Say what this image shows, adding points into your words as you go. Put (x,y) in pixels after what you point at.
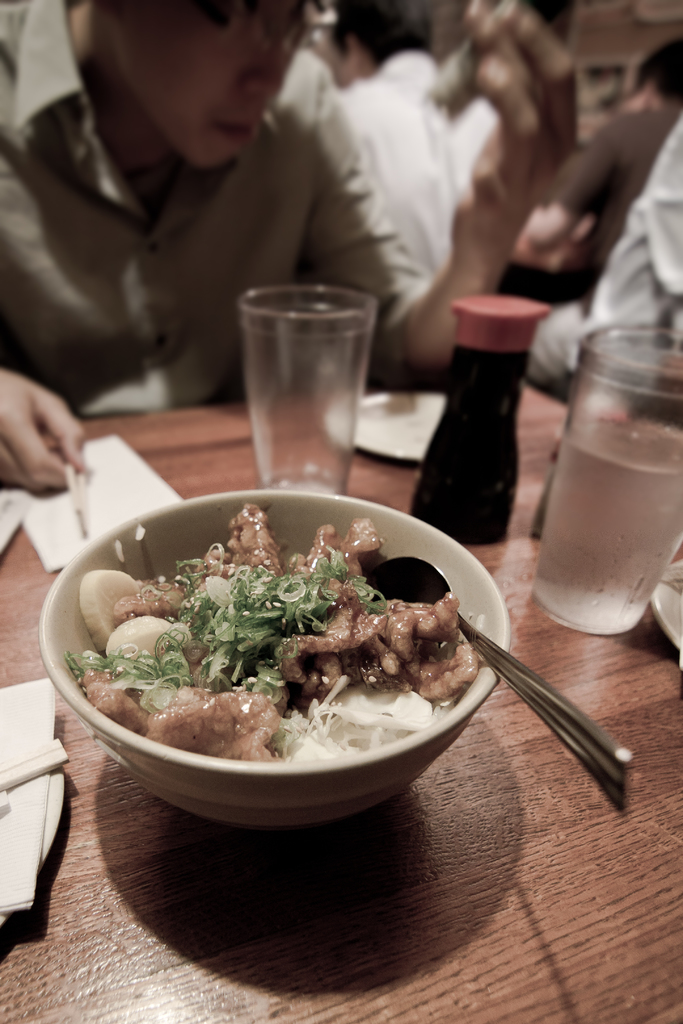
In this image, we can see persons (443,165) wearing clothes (391,242). There is a table (177,416) in the middle of the image (267,342) contains glasses (607,467), papers (98,494), bottle (465,394) and bowl (449,555) with some food (243,698).
